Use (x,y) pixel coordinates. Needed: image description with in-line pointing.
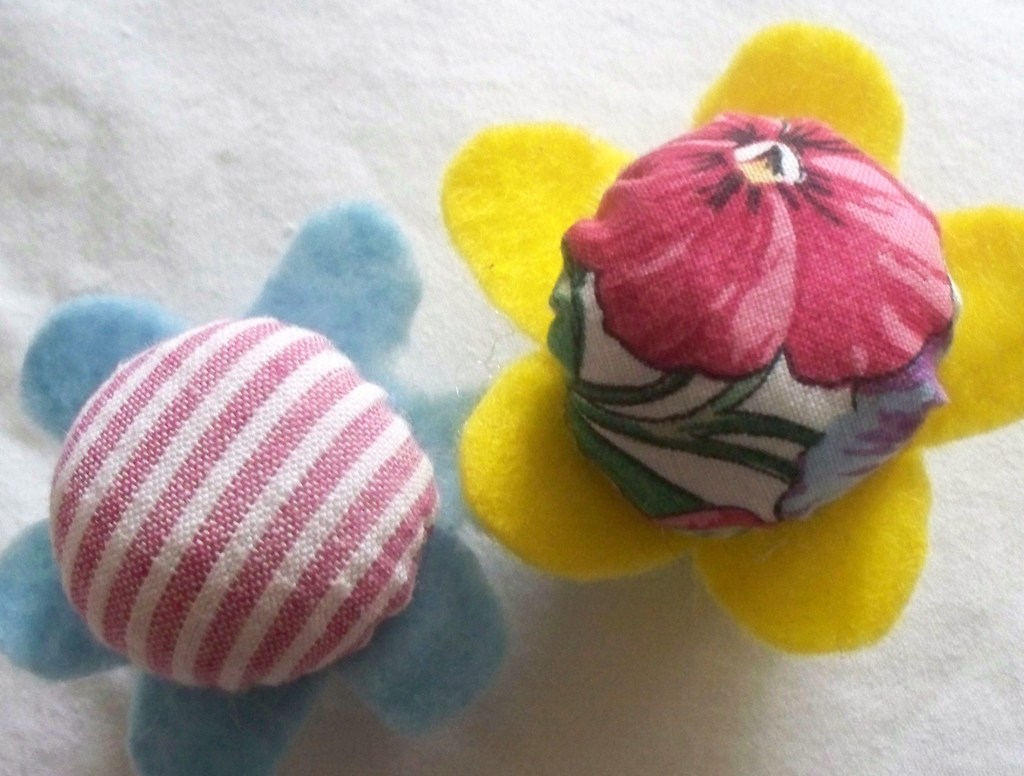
In this image we can see cushions (417,516).
